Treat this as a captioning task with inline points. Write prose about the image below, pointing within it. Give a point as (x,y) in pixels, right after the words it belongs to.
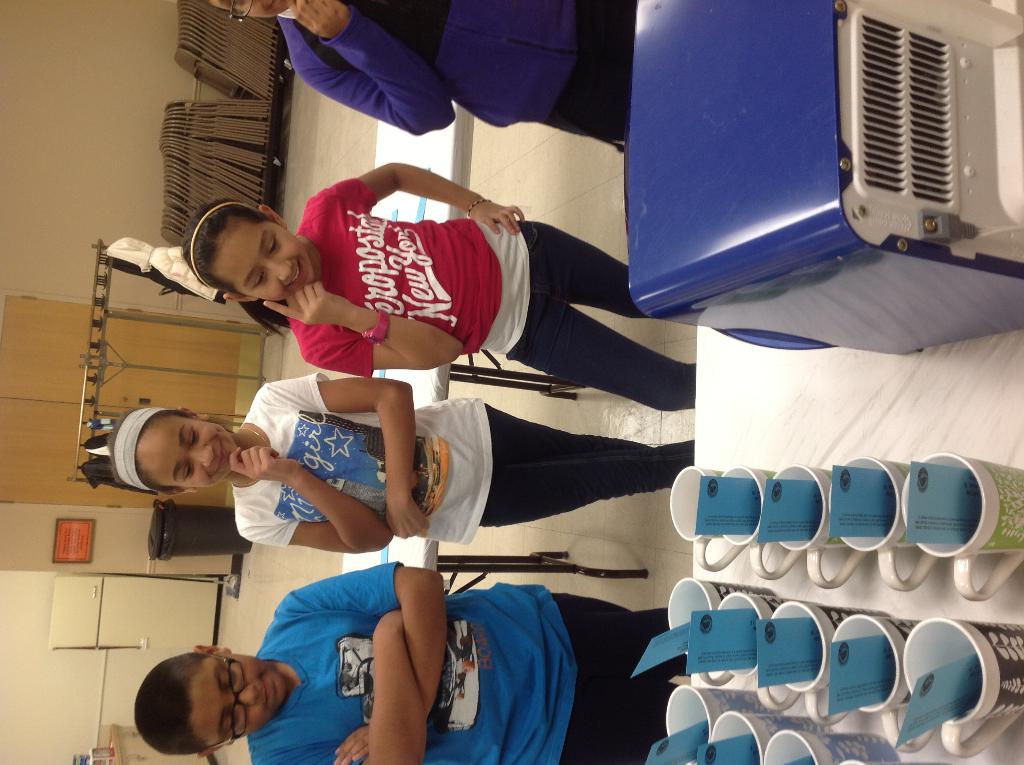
In this picture we can see a tilted image of kids (218,430) standing in front of a table (700,365). On the table (762,360) we can see a machine (888,267) and many cups (884,749) with blue slips (807,649) in them. In the background (43,446) we have hangers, clothes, a door (175,498), a trash can (187,514) etc.
